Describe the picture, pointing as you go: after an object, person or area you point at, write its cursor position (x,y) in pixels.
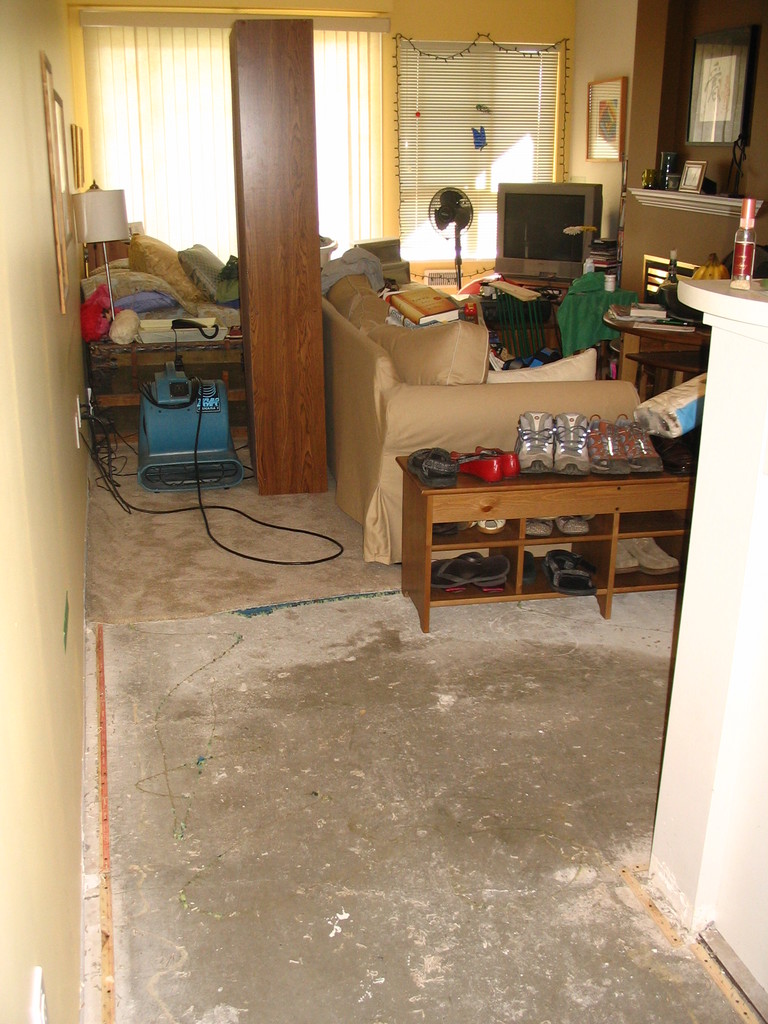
This is a picture taken in a room (330,730), there are sofa (402,395), television (566,248), shoe rack (521,479), lamp (87,216), photo frame (604,144), a table fan (446,216), bottle (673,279) and windows (444,253).
